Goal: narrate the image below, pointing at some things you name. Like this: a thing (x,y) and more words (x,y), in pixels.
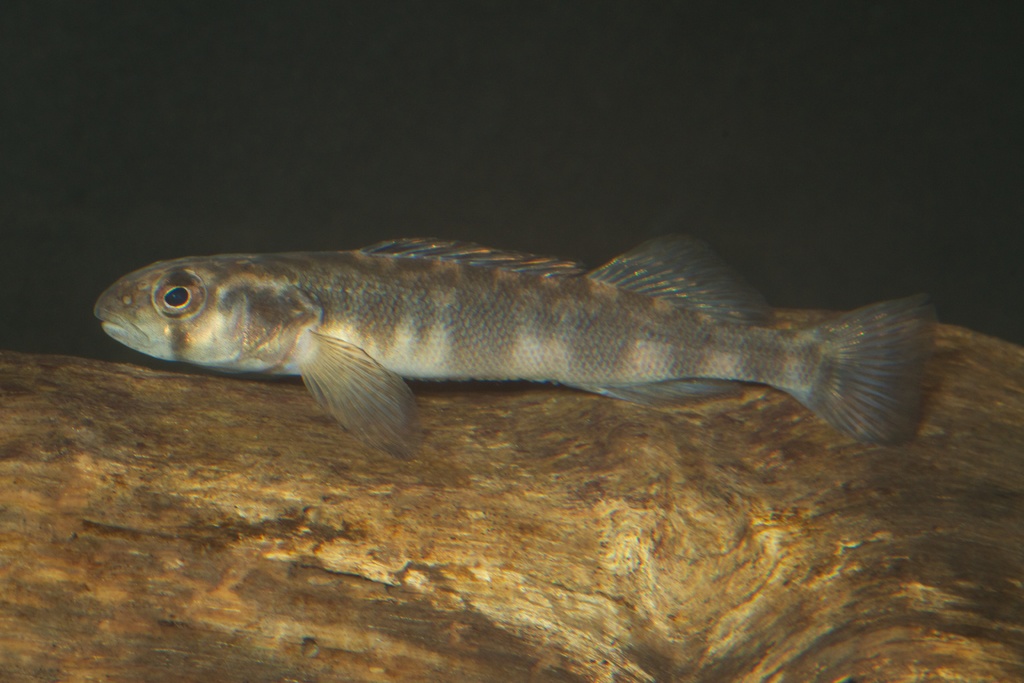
In this image we can see a fish (282,342) in water (185,188).
